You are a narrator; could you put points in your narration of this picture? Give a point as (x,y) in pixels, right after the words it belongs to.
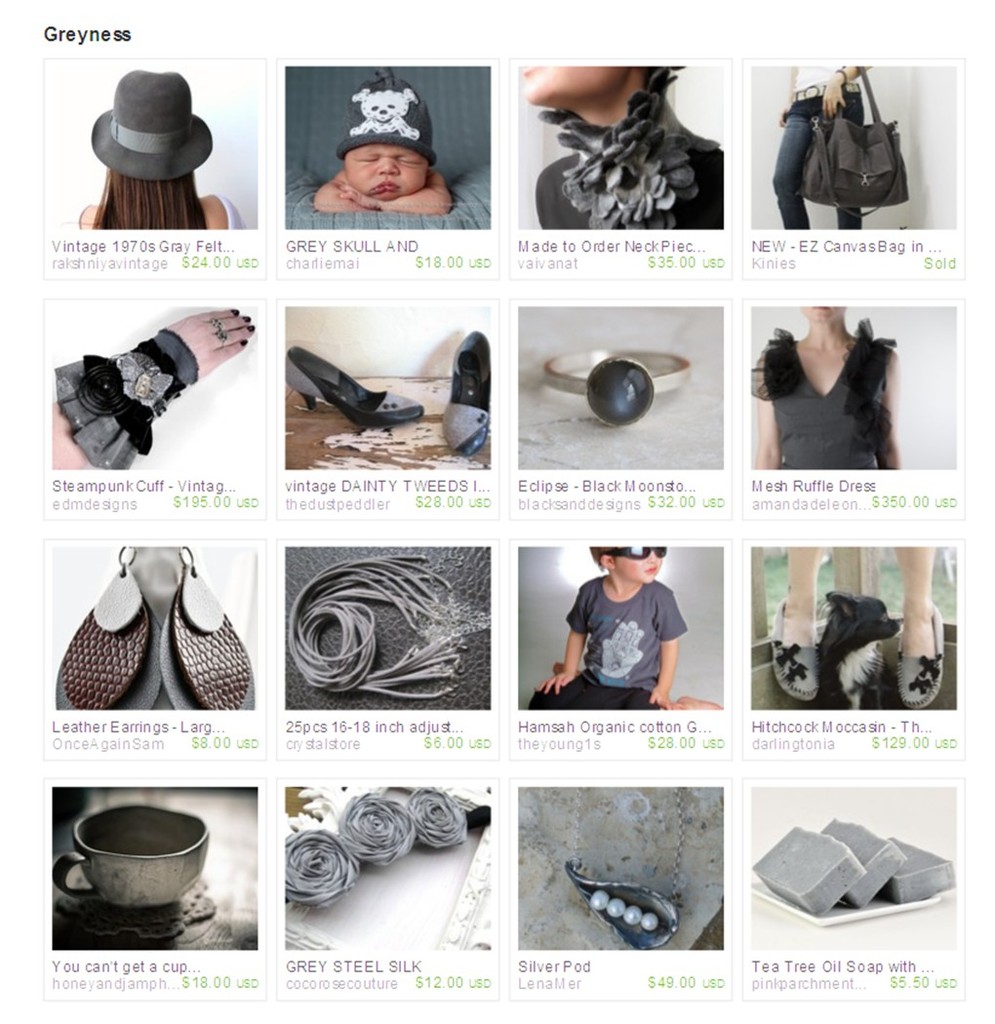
This is a collage image where we can see sixteen images (459,458) and some text (315,729).
